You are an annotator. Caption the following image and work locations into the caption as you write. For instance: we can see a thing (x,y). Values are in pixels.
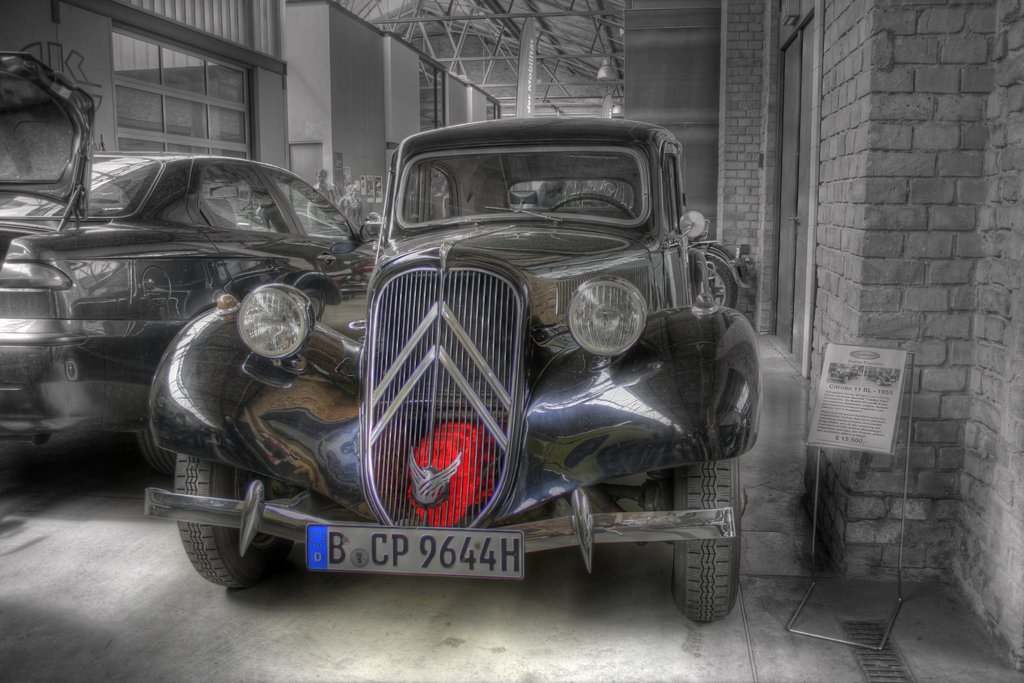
In the image there is a vintage car (485,405) on the floor (88,657), beside it there is a sedan (108,325) and on right side of it there is a description paper (844,384) on a stand (813,557), followed by a brick wall (927,269) behind it and over the ceiling (462,43) there are metal rods (513,54).
